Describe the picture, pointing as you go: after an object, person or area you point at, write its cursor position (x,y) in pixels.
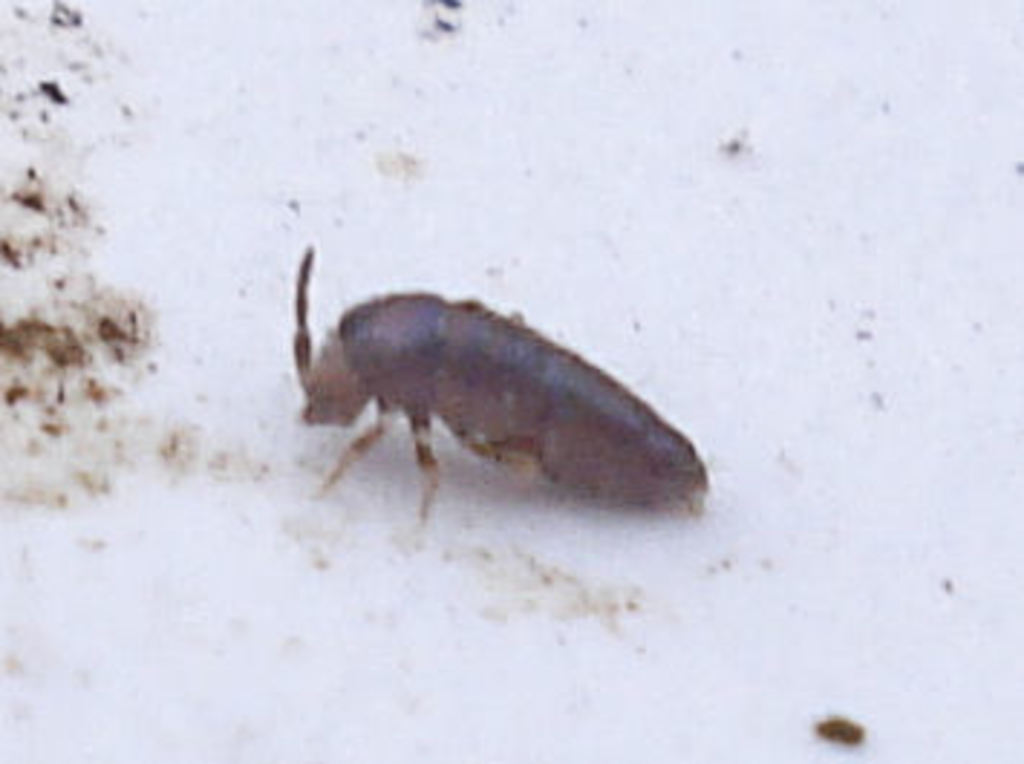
In the center of this picture (625,424) there is an insect (406,381) on a white color object (471,478). On the left (64,369) we can see some objects (63,340).
